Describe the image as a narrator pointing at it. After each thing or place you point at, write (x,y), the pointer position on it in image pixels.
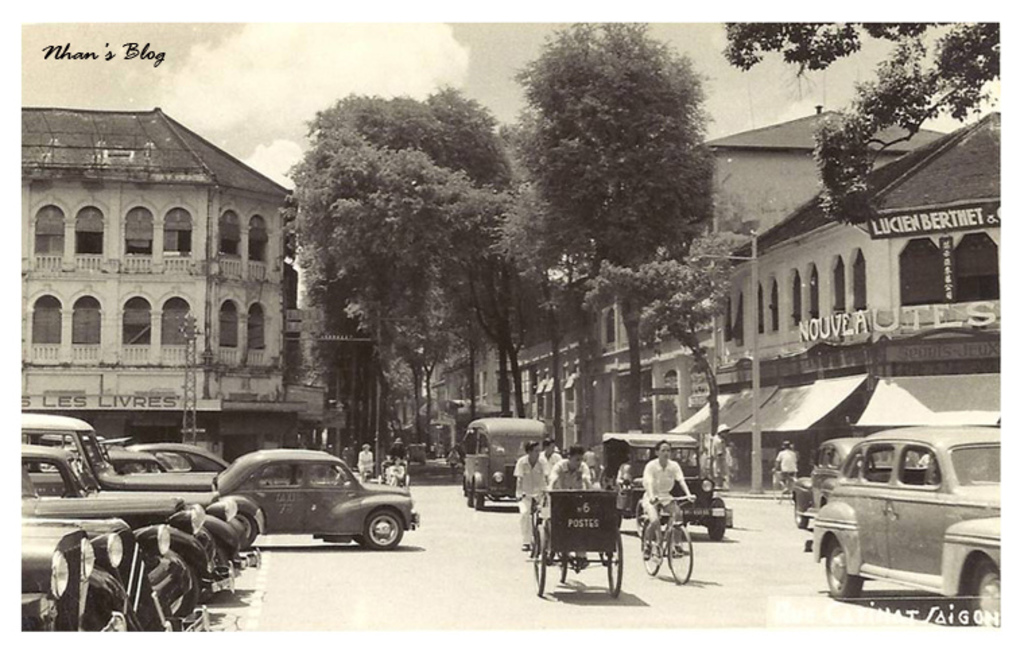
In this picture there is a black and white photography. In the front (522,612) there is a road (533,583) with some persons (518,493) riding the cycle (603,519). Behind there is a white color building (202,268) with roofing tiles (118,143) and some trees (367,338).
